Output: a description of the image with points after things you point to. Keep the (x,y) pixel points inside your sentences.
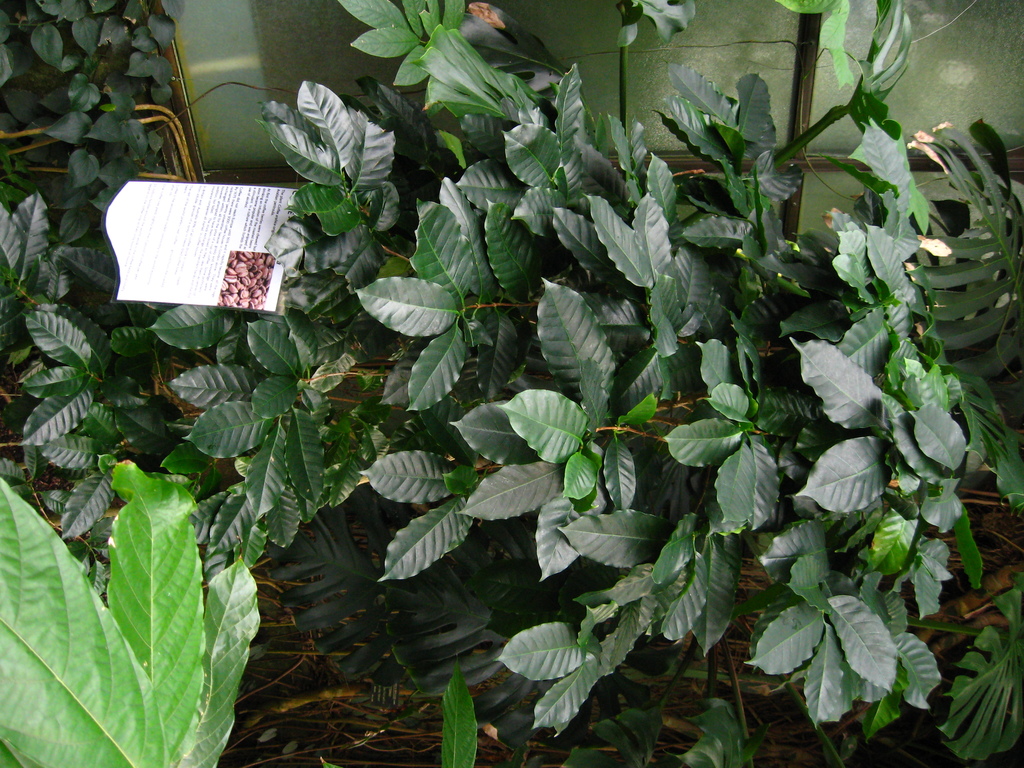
In this image we can see leaves (793,564) and an information card (212,218).
